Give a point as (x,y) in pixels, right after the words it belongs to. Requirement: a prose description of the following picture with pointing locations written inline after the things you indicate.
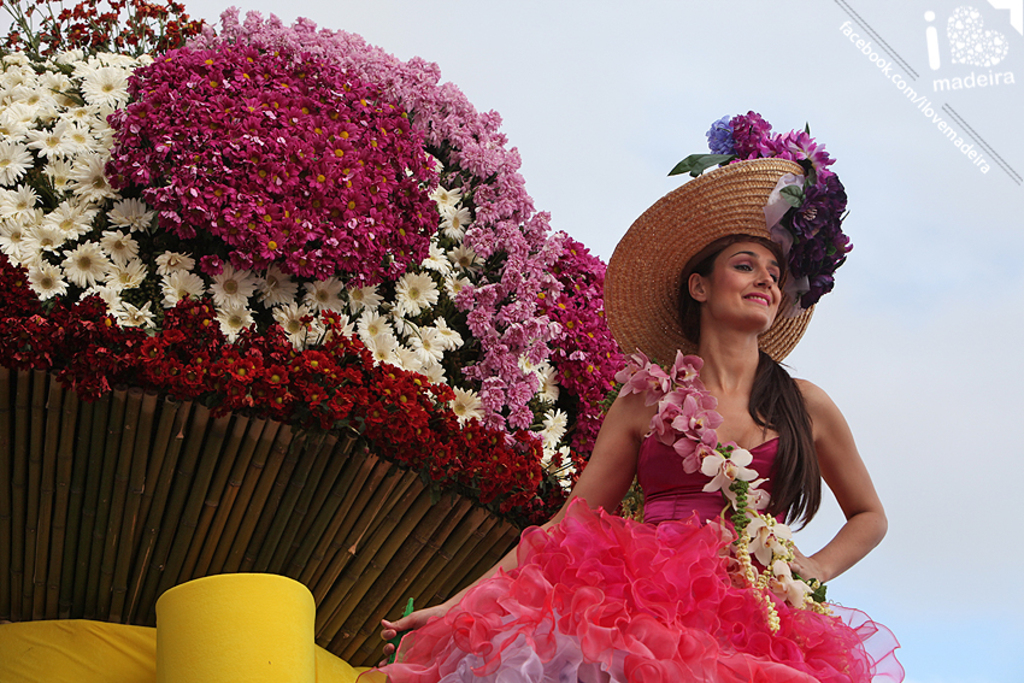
In this picture we can see a woman (656,503) and in the background (506,365) we can see flowers (488,357).
